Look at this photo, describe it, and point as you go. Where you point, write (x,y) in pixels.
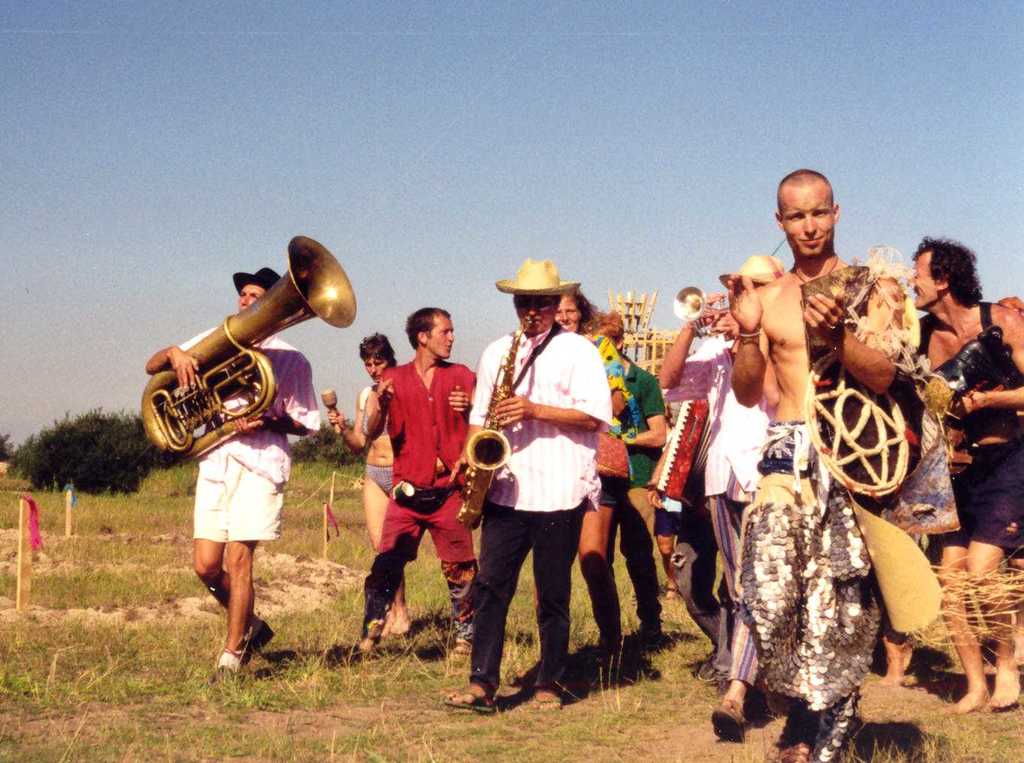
In this image there are a few people (389,528) walking on the ground (284,698). They are holding musical instruments (176,404) in their hands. The man (543,443) in the center (508,447) is playing a saxophone (489,447). There is grass (157,685) on the ground (96,708). To the left (27,537) there are rods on the ground (116,588). Behind them there are plants (129,448). At the top (369,96) there is the sky (588,117).
